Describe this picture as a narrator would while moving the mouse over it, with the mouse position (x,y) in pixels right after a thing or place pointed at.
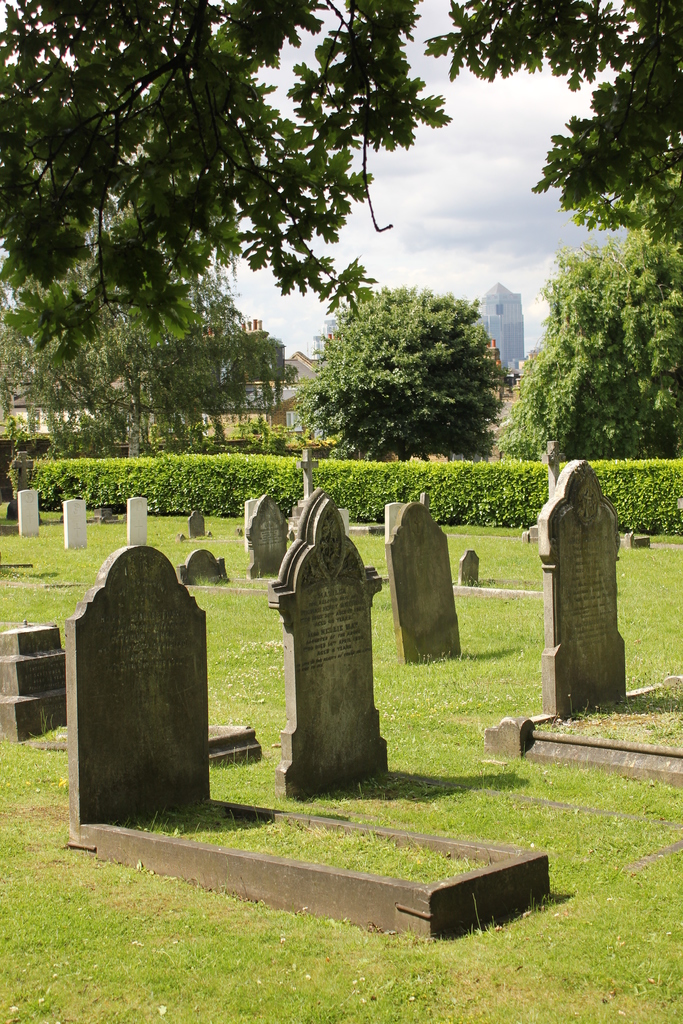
In this image I can see graveyards (410,596). In the background (197,400) there are trees (389,434).
